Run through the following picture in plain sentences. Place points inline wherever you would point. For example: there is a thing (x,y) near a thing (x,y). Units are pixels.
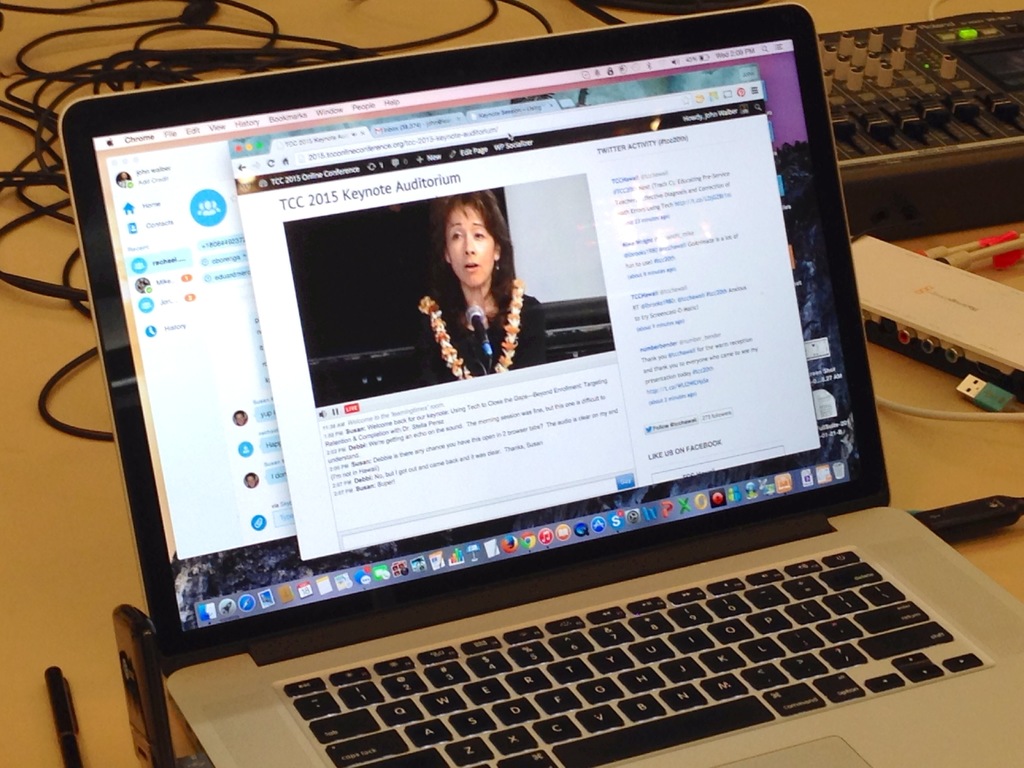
In this image there is a table (83,520) with many cords (102,83), a laptop (327,578), a pen (49,683) and a few things (951,182) on it.
